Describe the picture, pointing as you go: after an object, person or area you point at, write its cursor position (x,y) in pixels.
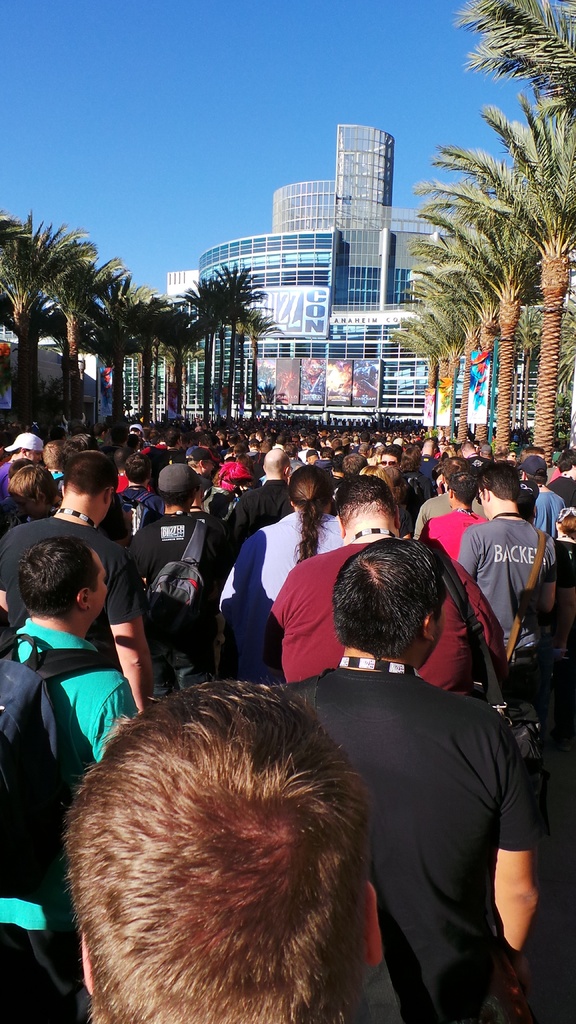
In this picture I can see there is a huge crowd (297,564) of people (192,696) walking in the street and there is a building (349,314) here with window glasses (246,251).
